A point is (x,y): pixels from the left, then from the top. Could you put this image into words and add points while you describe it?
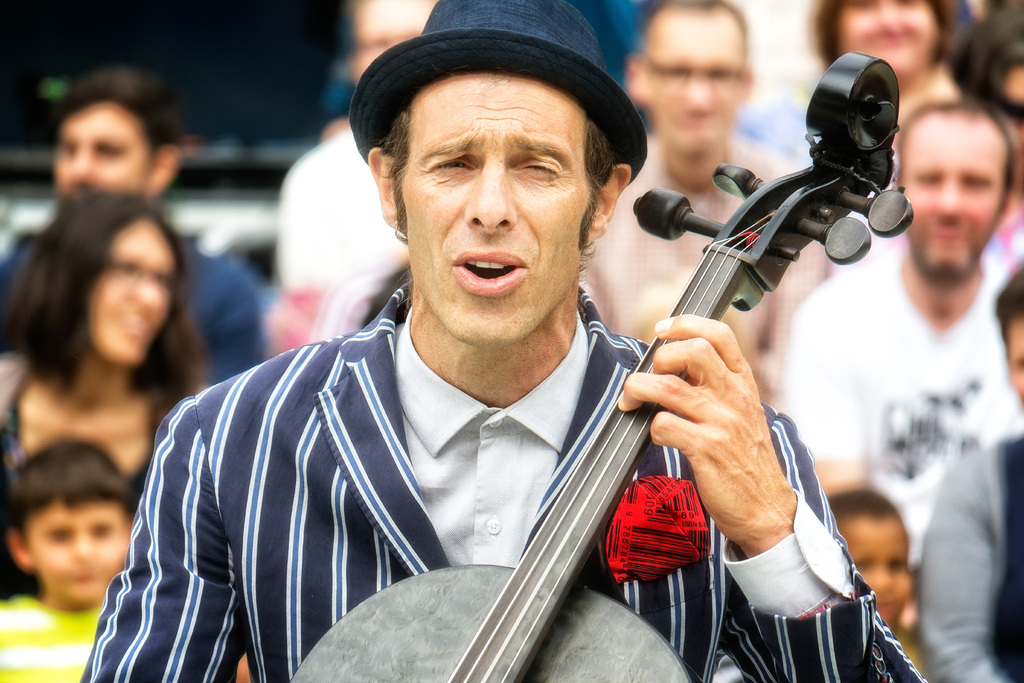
In the foreground (369,389) I can see a person (480,403) is playing a musical instrument (491,584). In the background (321,335) I can see a group of people (355,297) on the road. This image is taken may be during a day.
